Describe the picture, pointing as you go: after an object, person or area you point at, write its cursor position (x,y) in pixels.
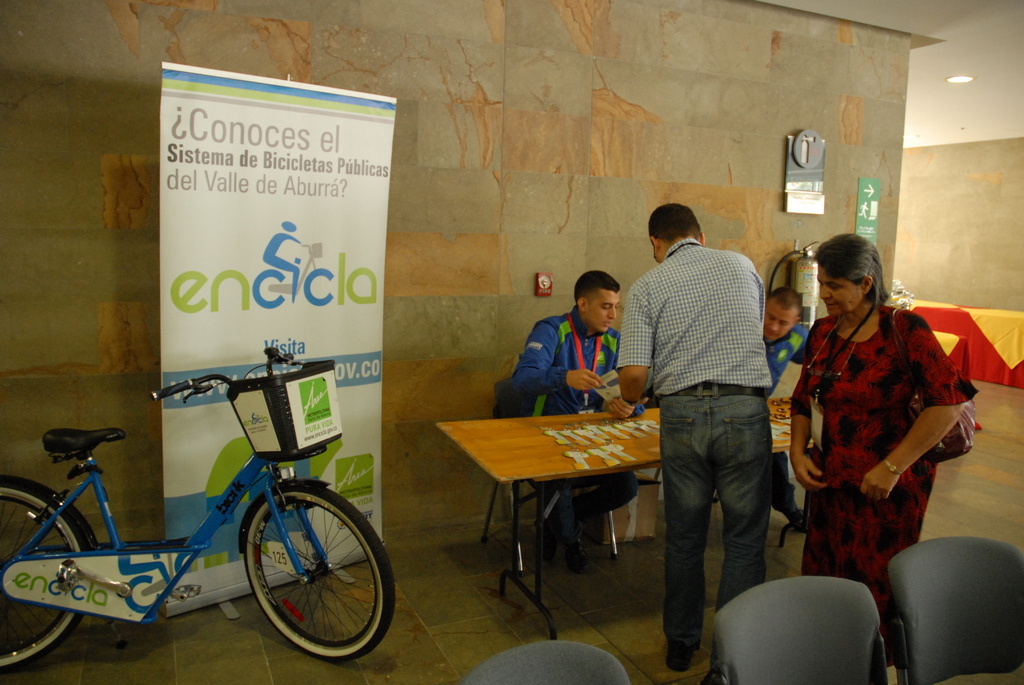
In this image, There is an inside view of a building (534,78). There are some person (613,330) wearing colorful clothes (606,369). There is a cycle (58,500) and banner (215,246) on the left side of the image (310,203). There are three chairs (972,596) at the bottom of this picture (546,675). there are two persons (784,359) in the center of this image (600,351) sitting in front of the table (540,423).
